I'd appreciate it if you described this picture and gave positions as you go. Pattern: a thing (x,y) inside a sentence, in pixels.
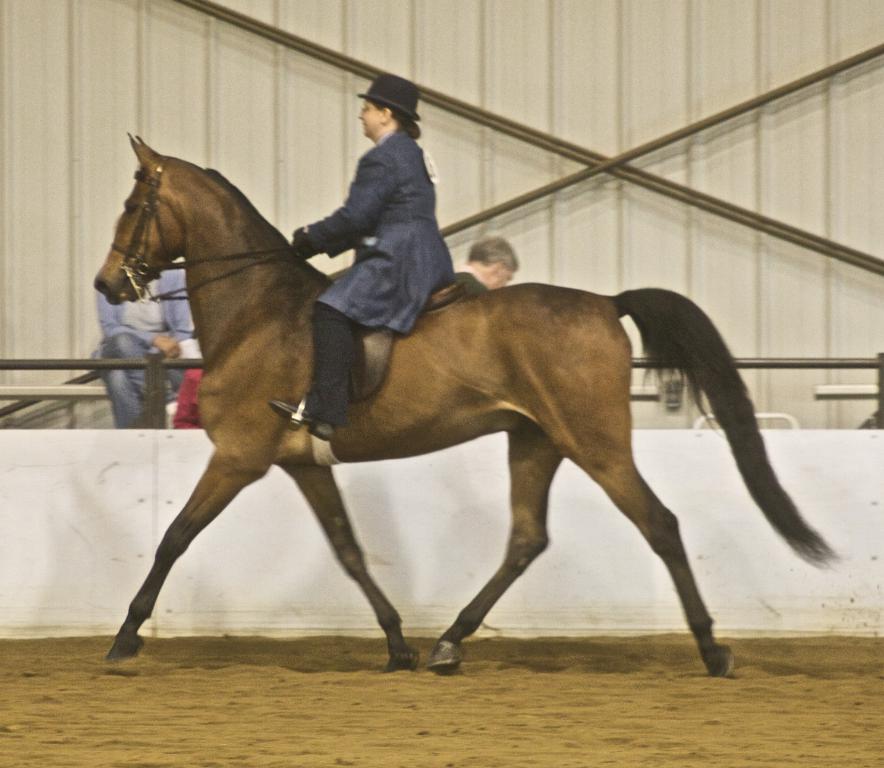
a person (308,229) is riding a horse (452,335) wearing a hat (402,87), in the sand (452,697). behind her there are people (459,282) sitting. at the back (63,72) there is a white wall (508,104).
